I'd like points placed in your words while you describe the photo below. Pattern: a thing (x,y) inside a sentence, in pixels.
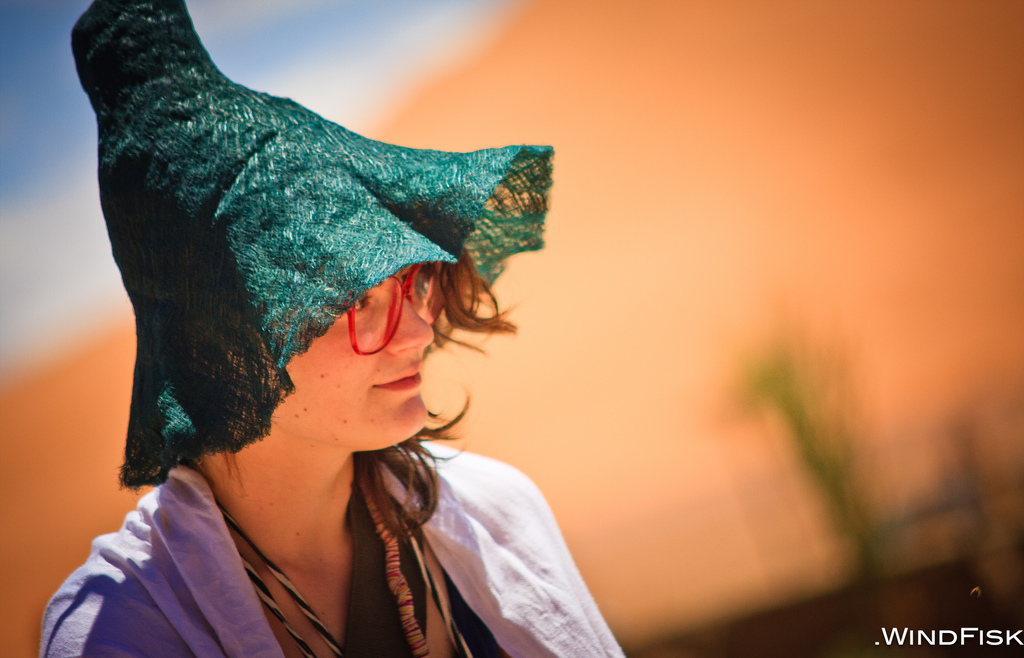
There is a woman (307,526) wearing a goggles (373,350) and hat (348,201). On the right corner (956,637) there is a watermark (940,631). In the background (862,553) it is blurred.
